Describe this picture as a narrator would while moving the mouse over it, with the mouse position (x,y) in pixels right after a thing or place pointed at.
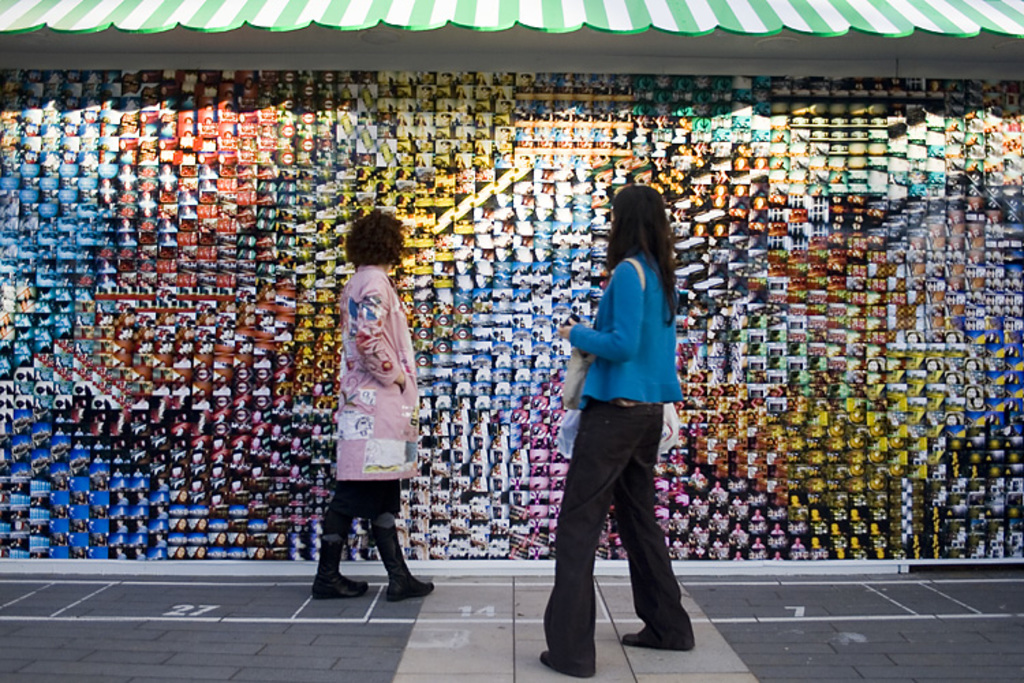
In this image we can see two lady persons (604,397), in the foreground of the image (575,418) there is a woman (620,379) wearing blue color top (609,347) and black color jeans (602,480), also carrying white color bag (569,399) standing and in the background of the image (404,463) there is a woman (408,399) wearing pink color top (387,348) and black color pant (327,518), shoes (334,550) standing near the wall (297,331) on which there are some pictures (578,273) attached and top of the image (27,4) there is roof (918,4) which is green in color.
